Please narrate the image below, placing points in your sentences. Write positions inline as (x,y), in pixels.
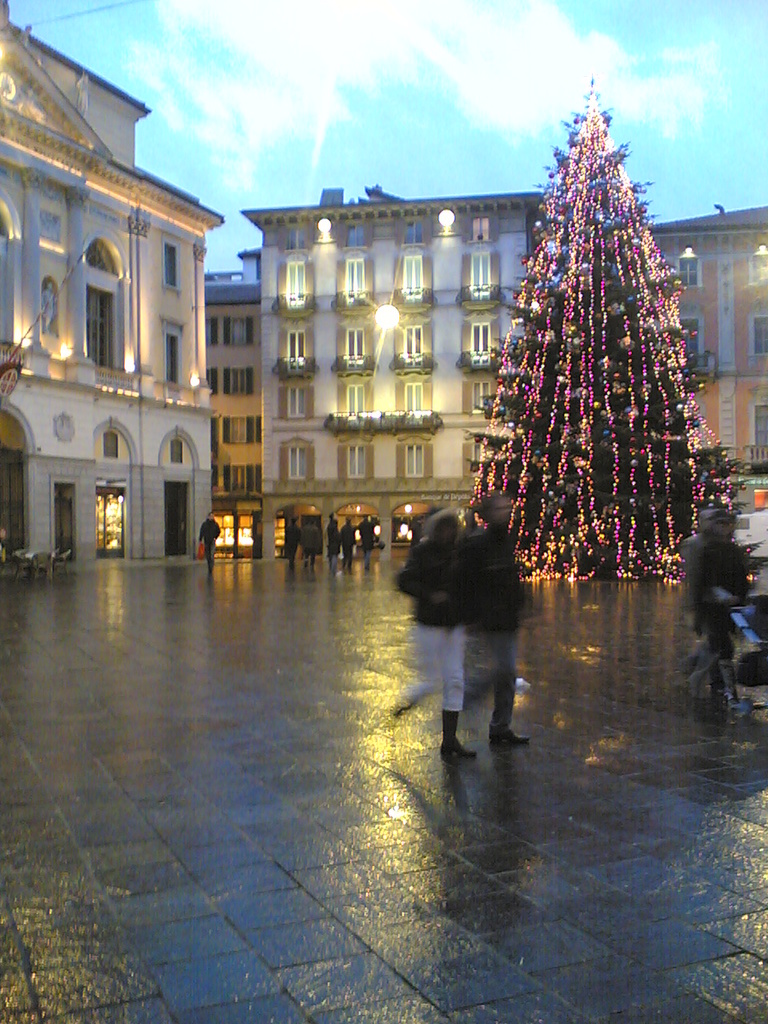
This image consists of buildings (477,354) in the middle (478,426). There is a Christmas tree (562,402) on the right side (623,475). There are some persons (697,624) in the middle (464,652). There is sky (526,176) at the top (391,176).
